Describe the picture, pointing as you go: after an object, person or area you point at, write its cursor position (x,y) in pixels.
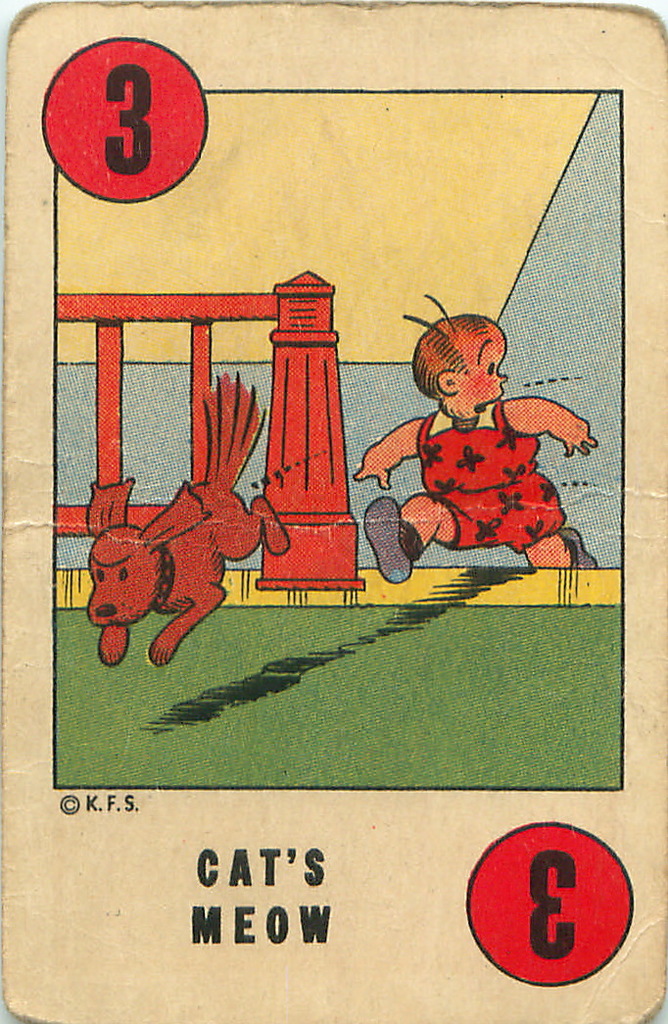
In this image we can see a card (432,854) on which a drawing (95,521) of a boy (472,412) and a dog (139,559) and in the background (110,309) a wooden railing (321,545) is present.
